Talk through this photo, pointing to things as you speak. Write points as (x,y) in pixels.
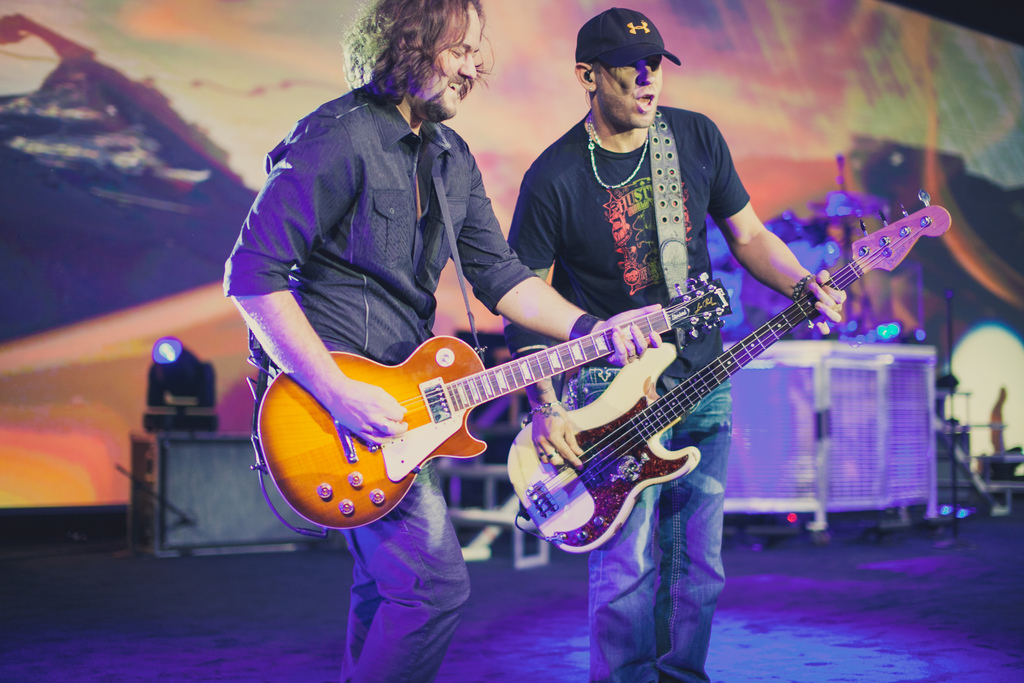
In this picture there are two men (583,315) who are playing a guitar (574,424). There is a light (159,367) at the background (165,362).
